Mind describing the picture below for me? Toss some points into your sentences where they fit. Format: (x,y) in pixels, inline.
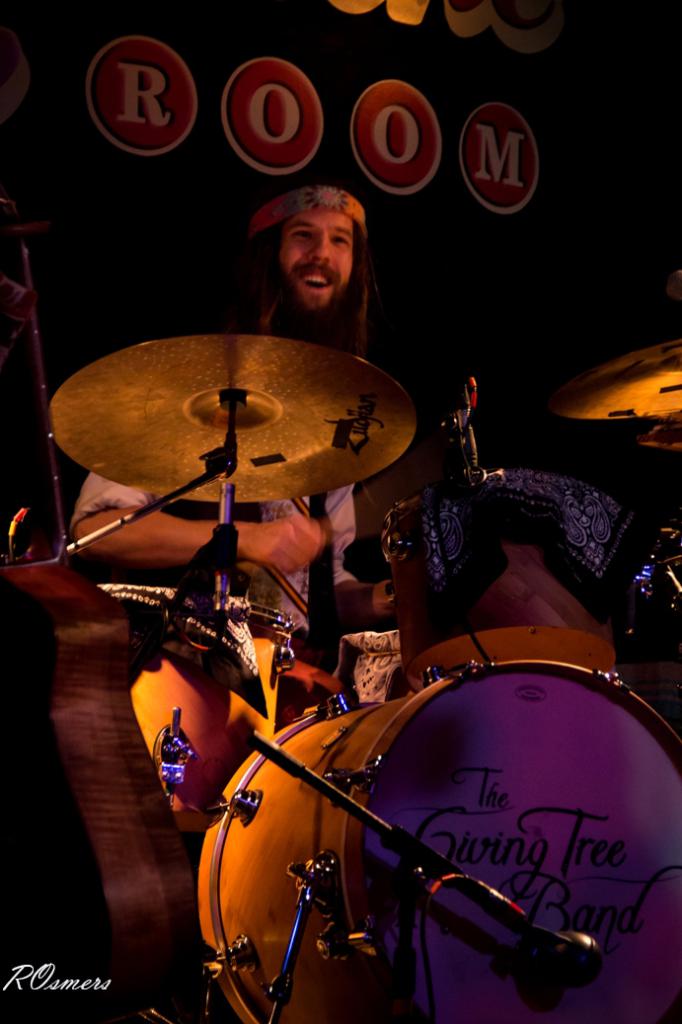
There is a man (299,558) in this image who is playing a musical instrument (407,719) and at the bottom of the image (467,896) there is a microphone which is placed near the drum (514,826) at the top of the image (509,187) there is a word (504,187) called room.
